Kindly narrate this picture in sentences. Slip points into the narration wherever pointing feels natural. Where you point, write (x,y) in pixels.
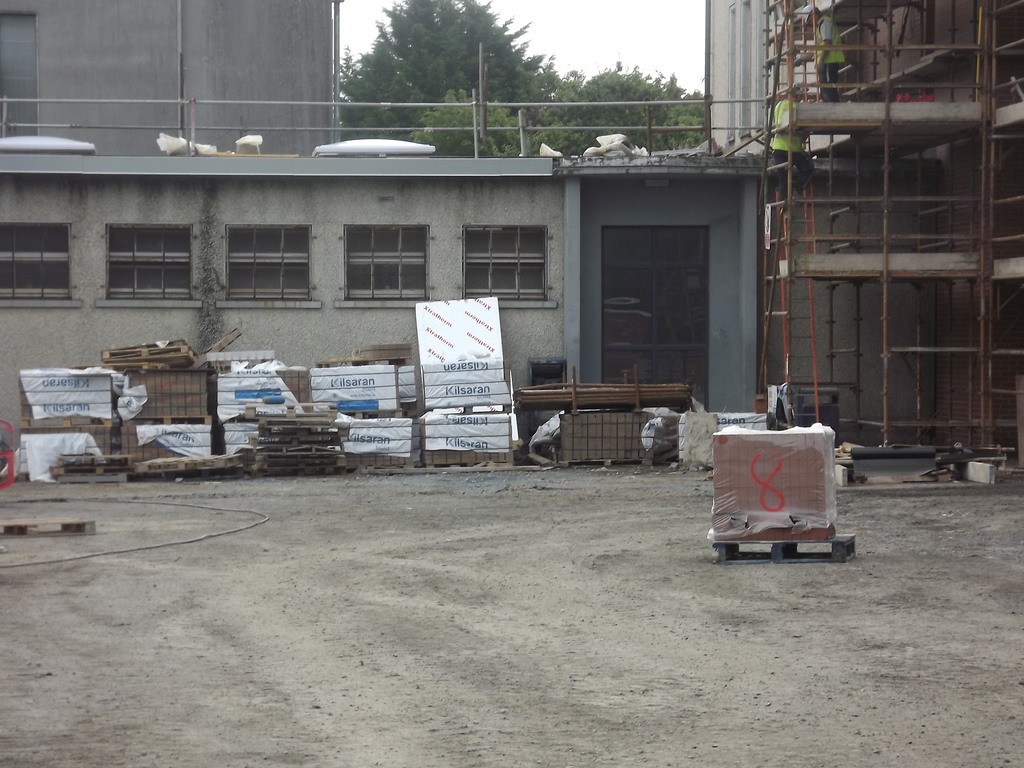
This image is taken outdoors. At the bottom of the image (458,685) there is a ground (342,613). At the top of the image (562,28) there is the sky (584,20). In the middle of the image (662,261) there is a building (725,201) with walls (726,216), windows (267,245), a door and a railing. There are a few wooden sticks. A man (835,65) is standing on the scaffolding (811,95). There are many pallets (109,434) of bricks (187,400) on the floor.
